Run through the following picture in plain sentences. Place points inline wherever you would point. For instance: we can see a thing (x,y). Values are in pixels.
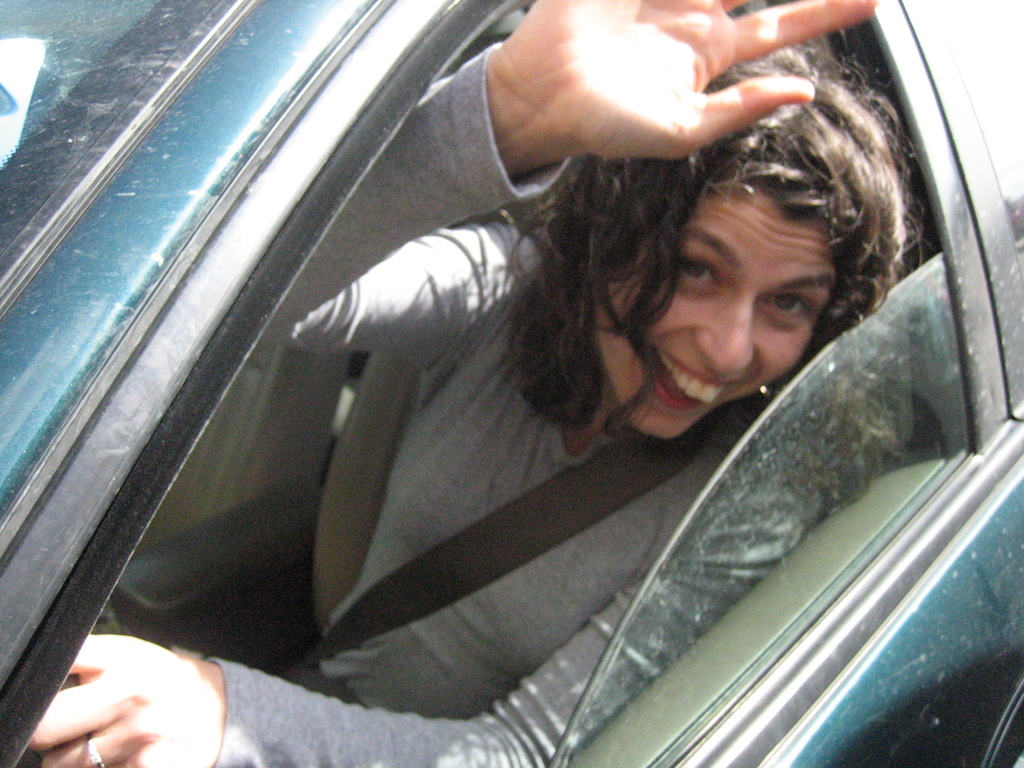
In the image we can see there is a woman (624,515) who is sitting in the car (156,320).
